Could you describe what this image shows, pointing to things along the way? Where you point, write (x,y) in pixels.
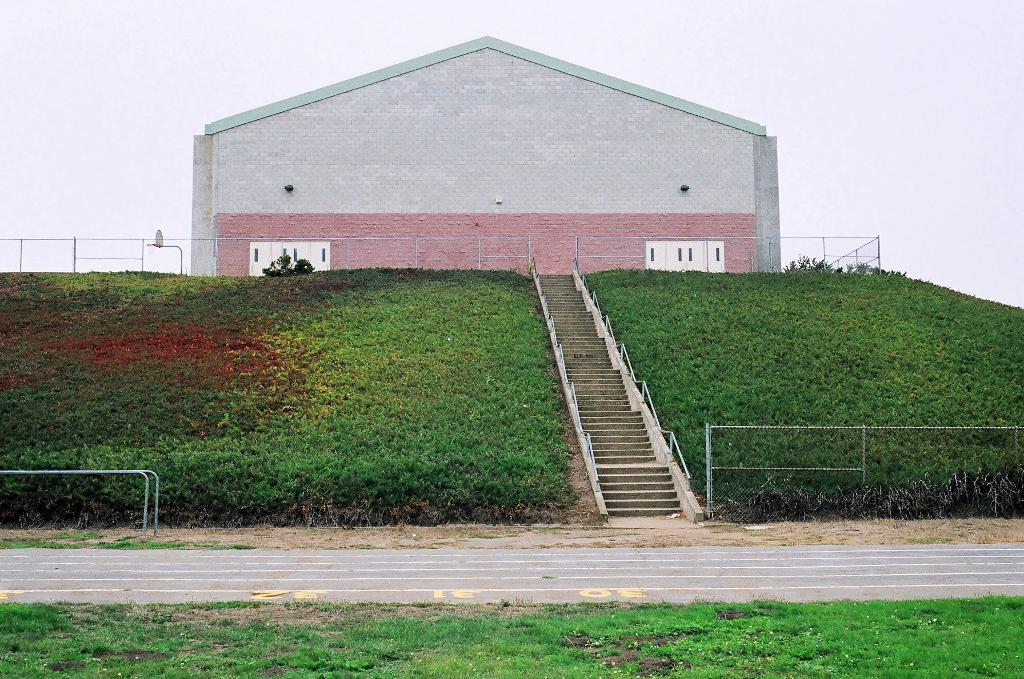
In this picture we can see the grass (697,357), road (114,562), steps (580,302), fences (474,263), rods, wall (418,189) and some objects (275,258) and in the background (811,194) we can see the sky (824,118).
